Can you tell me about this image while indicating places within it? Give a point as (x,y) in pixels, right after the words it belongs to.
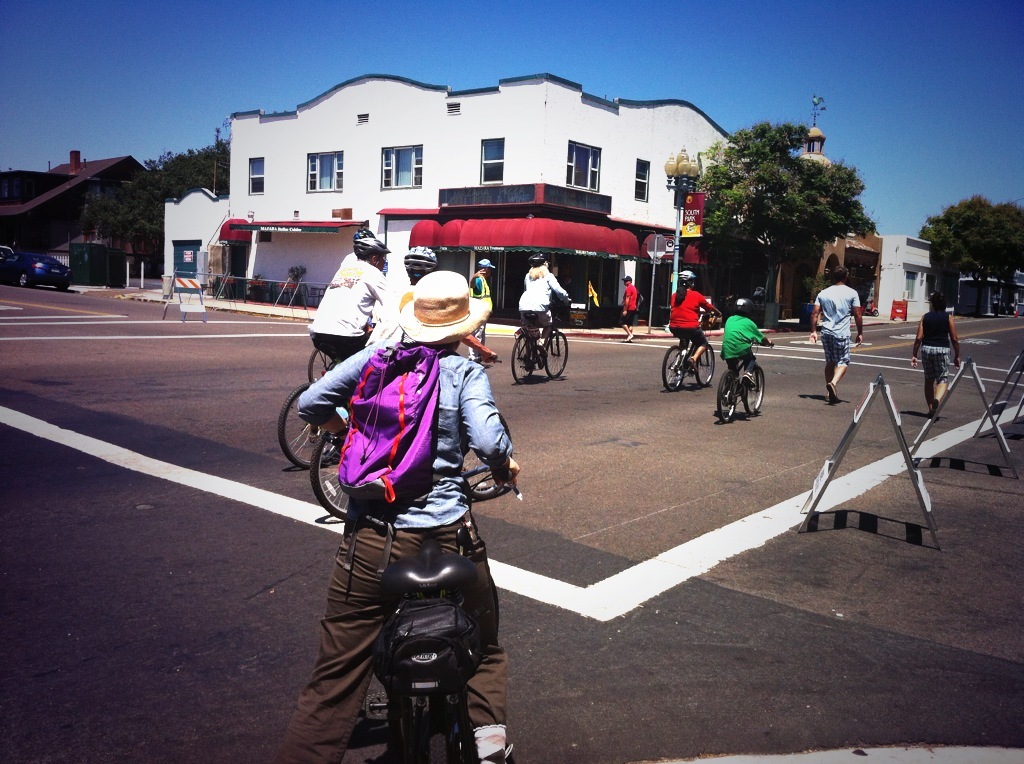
In this picture there are a group of people (370,656) riding a bicycle (734,380) on the road (689,453) and in the backdrop (775,260) there are trees (708,154), buildings (385,133), vehicles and the sky (116,72) is clear.
